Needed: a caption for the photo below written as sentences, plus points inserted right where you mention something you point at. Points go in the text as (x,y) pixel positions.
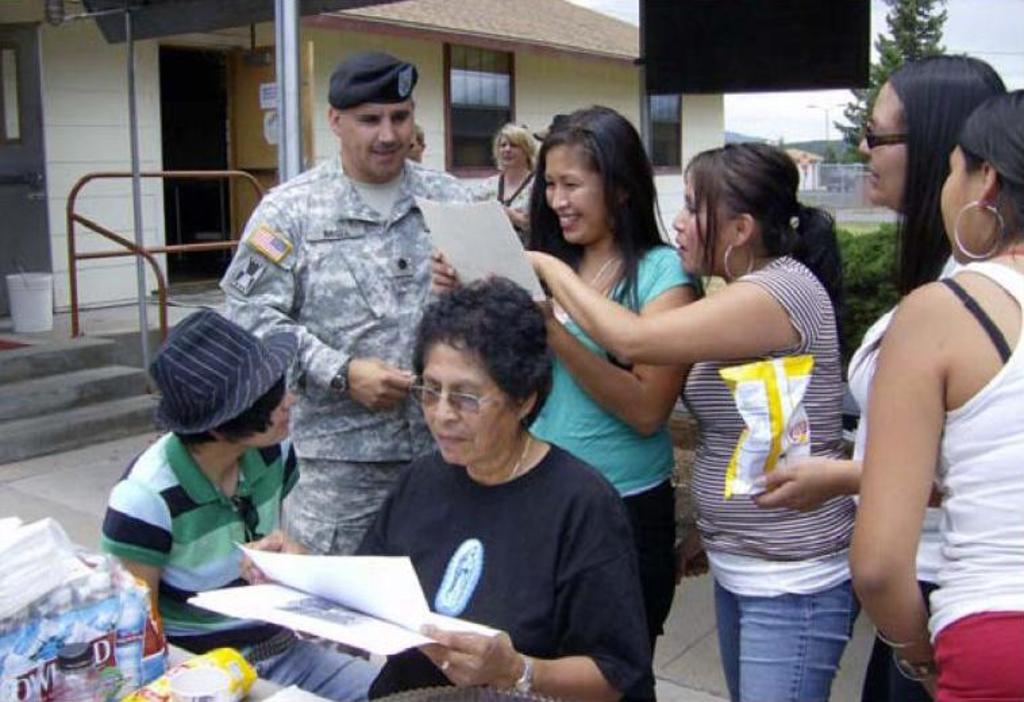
In this image we can see two persons (237,476) are sitting at the table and on the table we can see water bottles (61,660) and objects (234,677) and among them the woman (444,553) is holding papers (367,640) in her hands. In the background (643,304) we can see few persons (574,361) and among them a woman (594,226) is holding papers (489,266) in her hands (547,308) and another woman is holding a food packet (780,429) in her hand (778,510), trees (865,321), poles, houses (319,123), windows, door (234,122), railings (194,176), poles (132,158), objects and clouds (754,113) in the sky (760,128).
